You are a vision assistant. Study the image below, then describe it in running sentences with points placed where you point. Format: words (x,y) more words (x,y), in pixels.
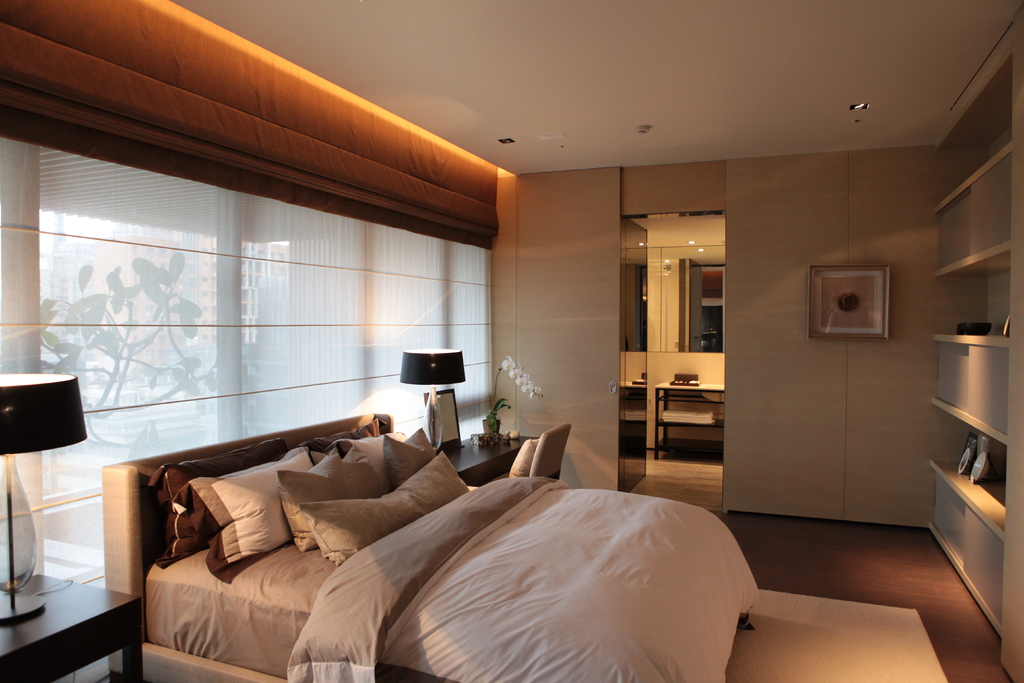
In this picture we can see a bed (353,518) with a bed sheet (375,565), pillows (381,528) on it, tables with lamps (18,595) and some objects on it, chair (557,445) with a pillow (516,463) on it, frame (829,269) on the wall (814,255), windows (444,288) with curtains (173,361) and some objects (704,418) and from windows (158,297) we can see plants (127,306), buildings (214,290).
